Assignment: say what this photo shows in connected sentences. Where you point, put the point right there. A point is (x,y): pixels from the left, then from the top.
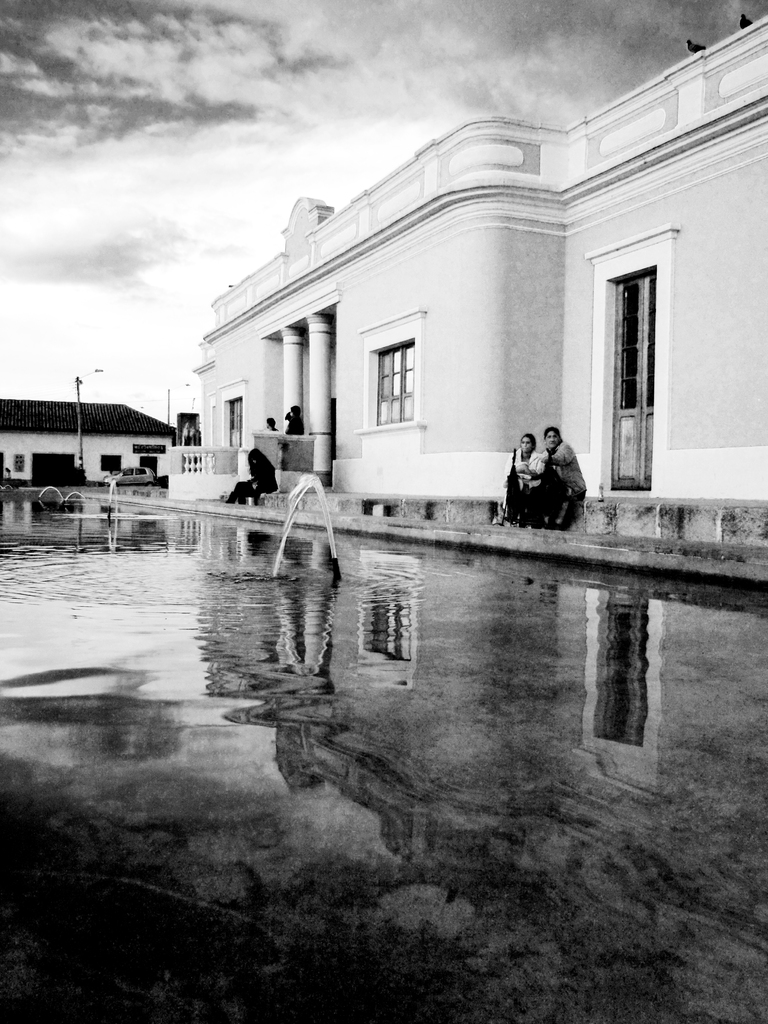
It is a black and white image, there is a pool (370,714) and there are few people (557,471) sitting beside the pool (333,815) and beside them there is a house (308,291) and on the left side (133,469) there is a vehicle (142,473) parked in front of another house (93,414).
